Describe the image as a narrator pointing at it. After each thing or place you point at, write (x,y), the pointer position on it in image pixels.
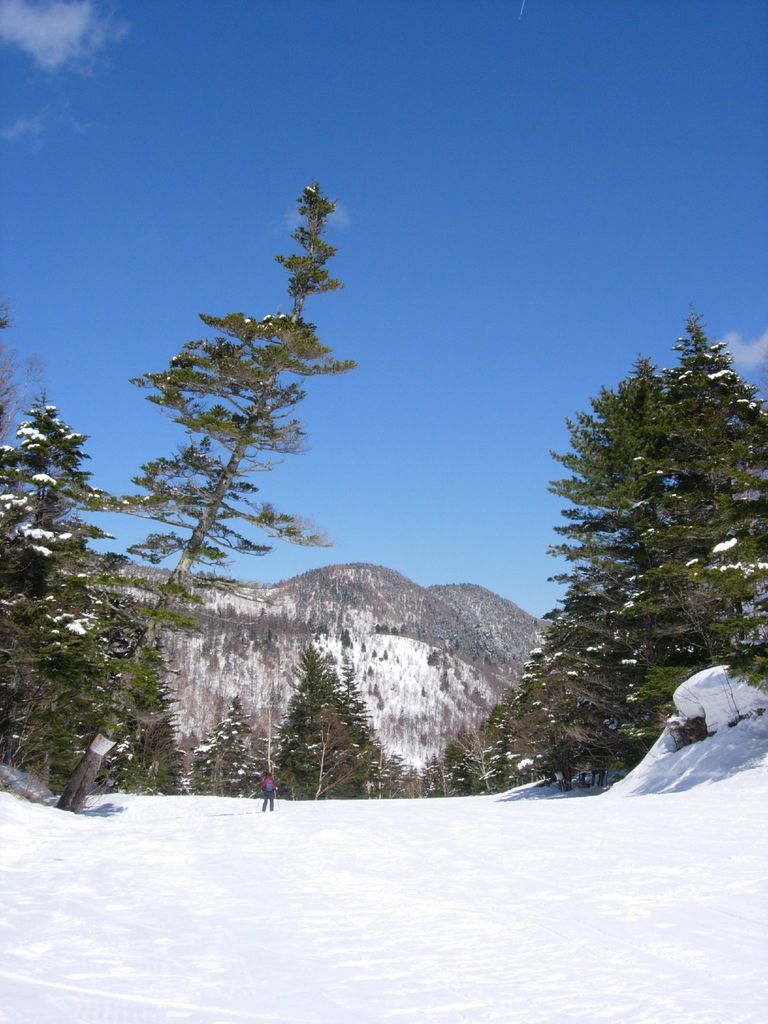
In the background (494,173) we can see a clear blue sky (446,232), hills (430,615) and trees (439,611). We can see a person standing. At the bottom portion of the picture (248,927) we can see snow (376,951).
